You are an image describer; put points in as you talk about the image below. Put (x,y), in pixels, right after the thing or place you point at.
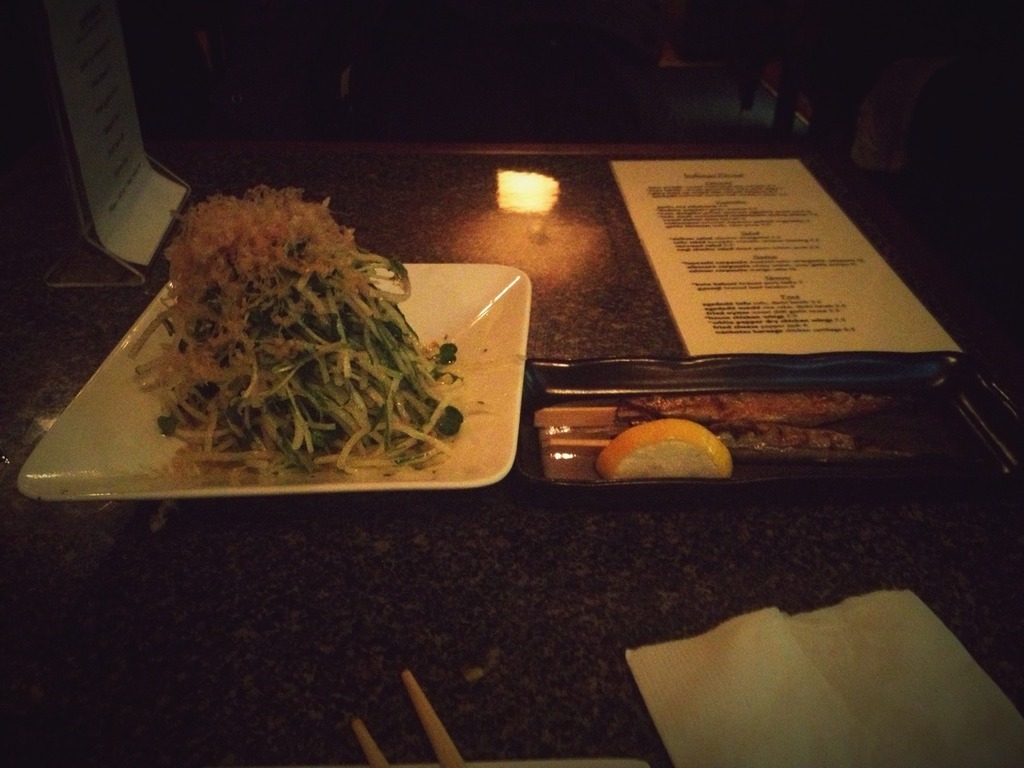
In the image we can see there is a food item (342,366) kept in the plate (381,469) and there are chopsticks (373,749) and tissue paper (660,683) kept on the table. There is a meat dish (733,440) and piece of lemon (692,464) kept on the plate (761,468). There is a menu card (740,278) kept on the table (565,291).
